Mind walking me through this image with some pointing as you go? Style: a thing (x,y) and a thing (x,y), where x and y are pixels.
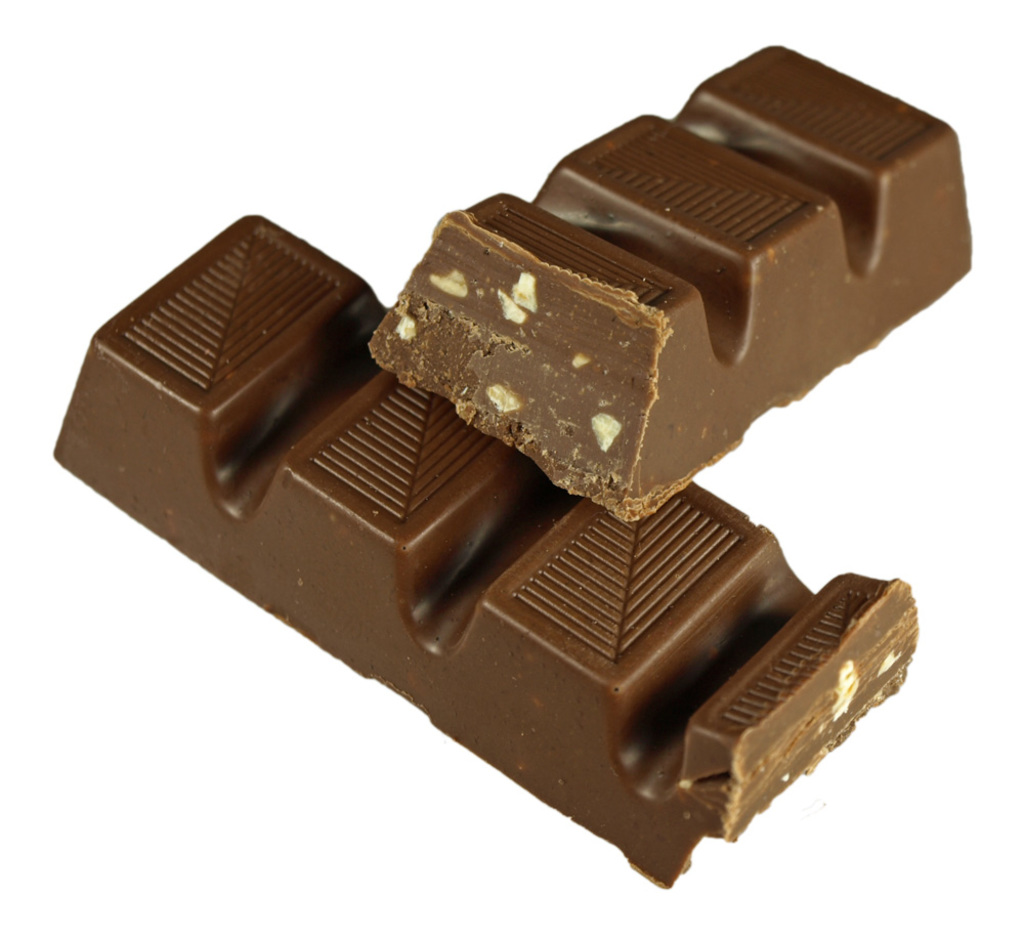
In this image I can see the chocolates (432,547) which are in brown color. These are on the white color surface (468,787).
